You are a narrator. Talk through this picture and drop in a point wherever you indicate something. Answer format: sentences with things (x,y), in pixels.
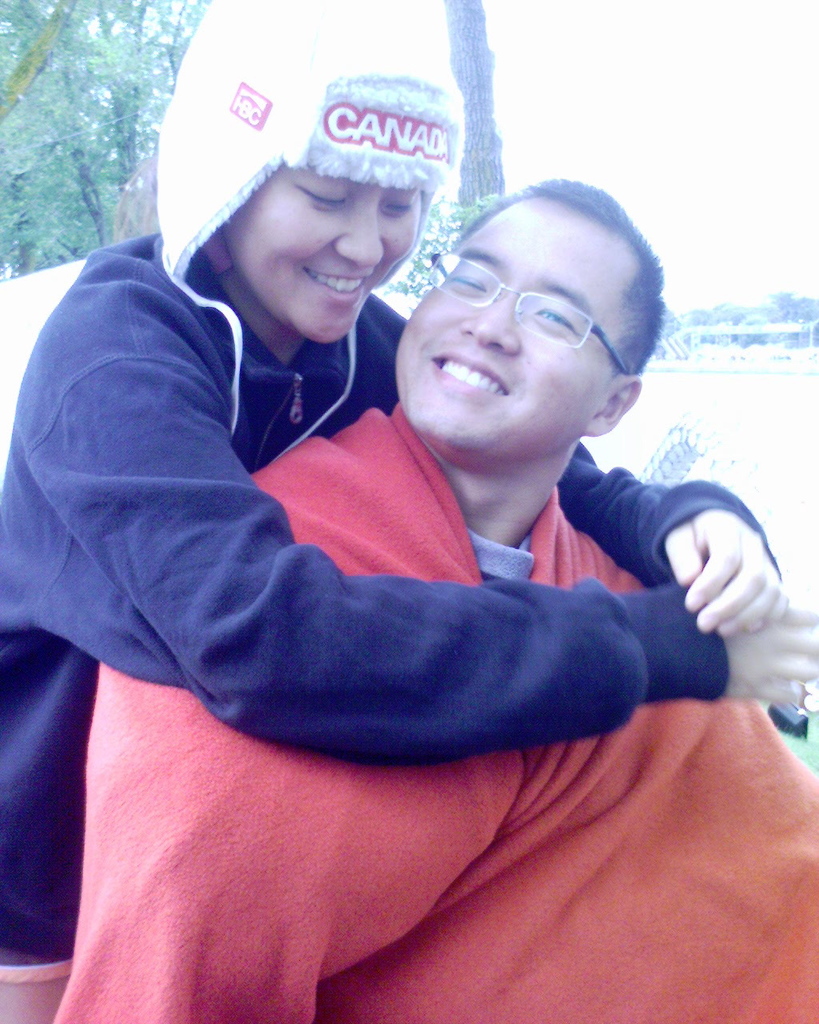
In this picture there are two people (417,682) smiling. At the back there are trees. At the top (648,79) there is sky (648,79). At the bottom (803,742) there is grass (812,752).
